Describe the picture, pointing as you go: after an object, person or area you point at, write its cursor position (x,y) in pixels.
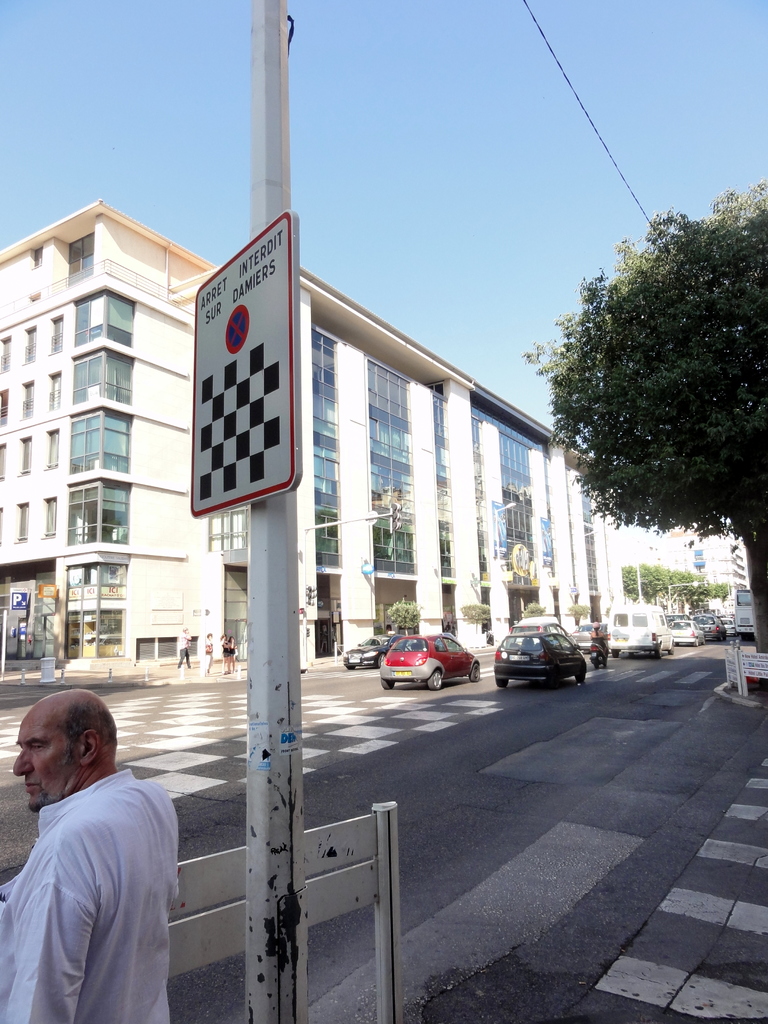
In the image there are few vehicles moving on the road (402,738) and beside the vehicles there is a large tree (692,420) and in the front (138,897) there is a person (175,861) standing in front of a pole (247,899), on the other side of the road (324,678) there is a tall building (93,589) and there is a parking board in front of the building (117,566).
